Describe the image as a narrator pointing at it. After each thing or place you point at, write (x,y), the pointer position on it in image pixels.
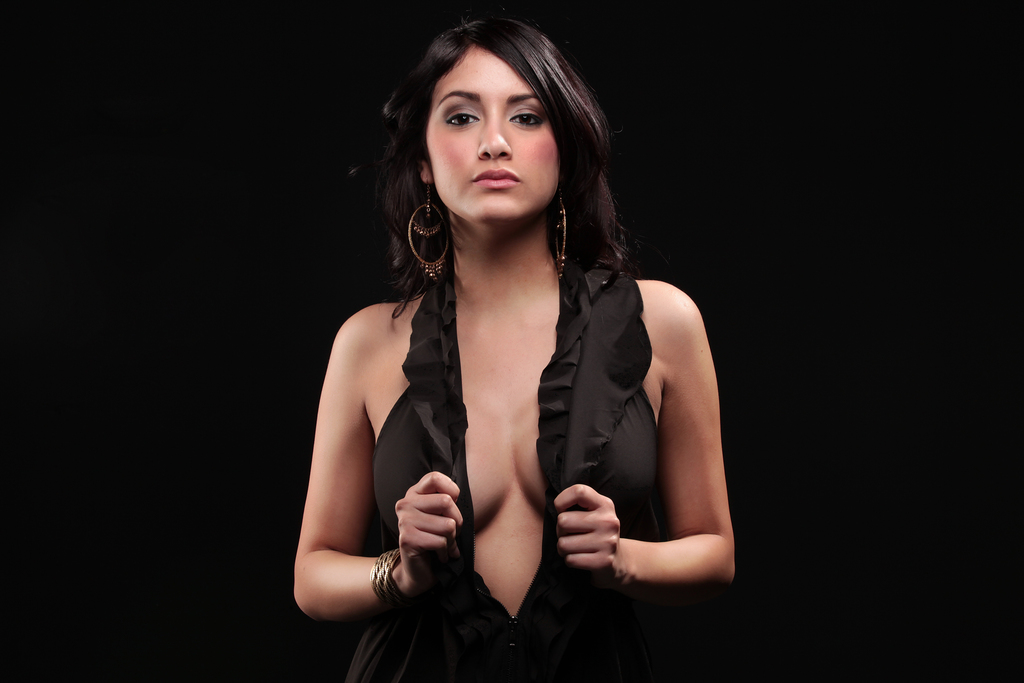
In this image we can see a woman (620,382) wearing a black dress (443,402) and posing for a photo. The background (134,95) image is in dark color.
